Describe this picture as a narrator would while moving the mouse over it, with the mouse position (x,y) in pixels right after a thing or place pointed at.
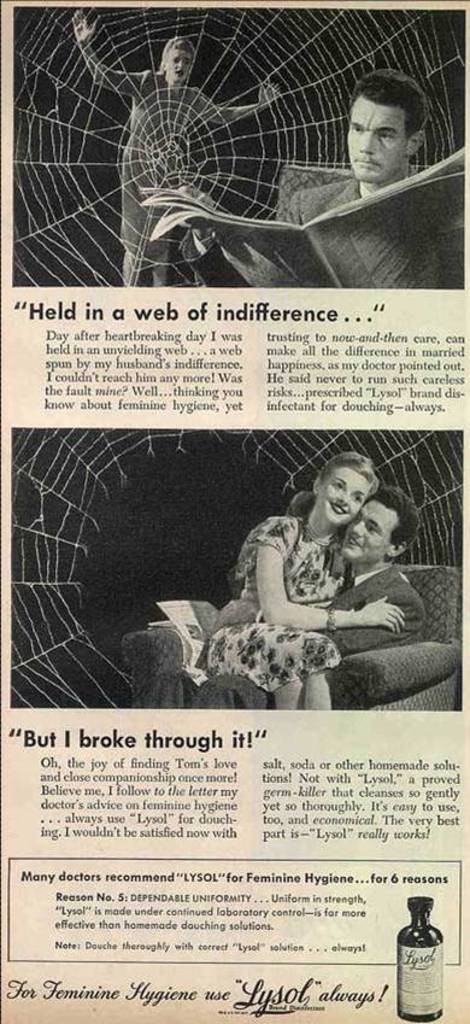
In this picture there are two images (240,165) and there is something written below it.
